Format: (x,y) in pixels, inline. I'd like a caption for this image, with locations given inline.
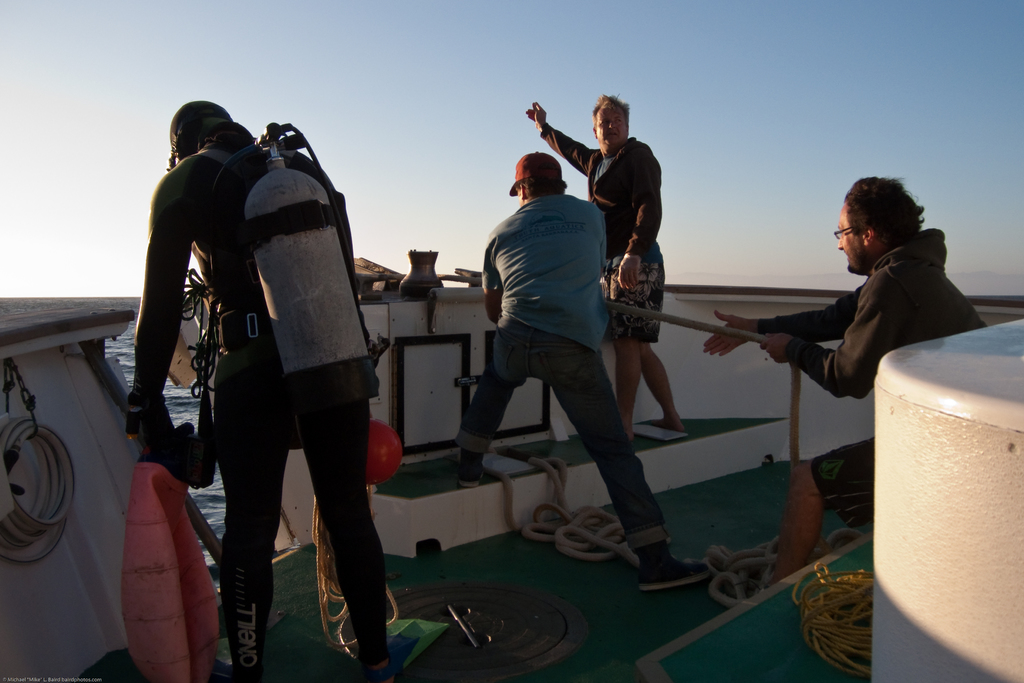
In this image I can see there are few persons (484,415) standing on the floor (626,577) and on the floor (554,620) I can see ropes (818,578) and at the top (279,70) I can see the sky (883,106) and I can see the wall (748,348) in the middle (672,350) and on the right side (790,341) a person (776,354) holding a rope (675,324).
